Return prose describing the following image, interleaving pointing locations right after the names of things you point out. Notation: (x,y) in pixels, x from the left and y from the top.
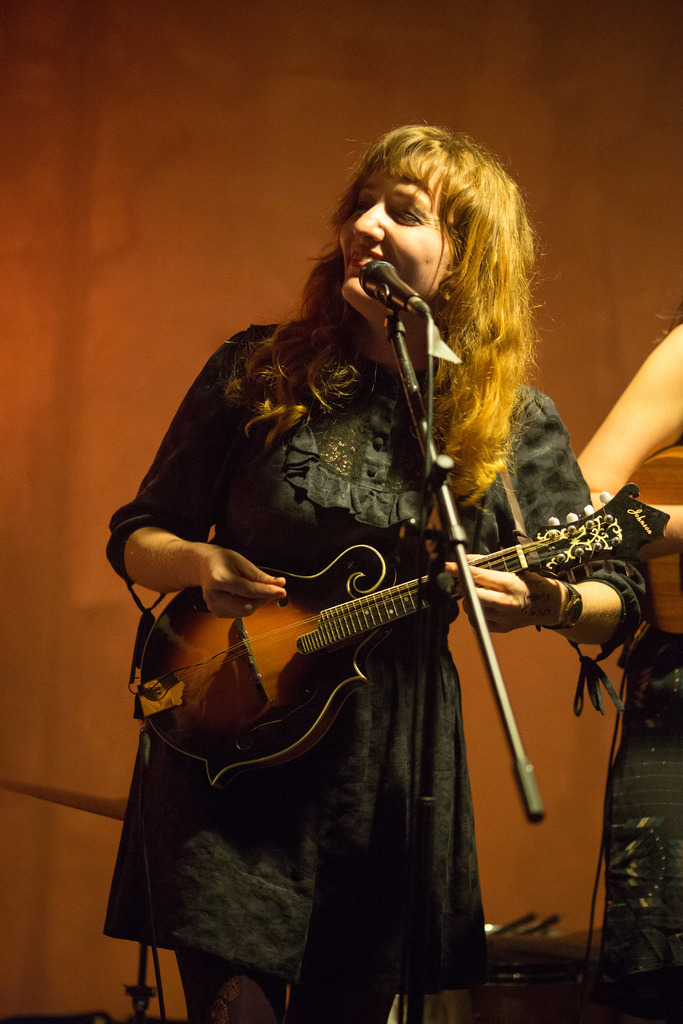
In this picture a woman (156,476) is highlighted holding a pretty smile on her face (372,204). She is standing in front of a mike (370,289) and playing a mandolin (242,740).
